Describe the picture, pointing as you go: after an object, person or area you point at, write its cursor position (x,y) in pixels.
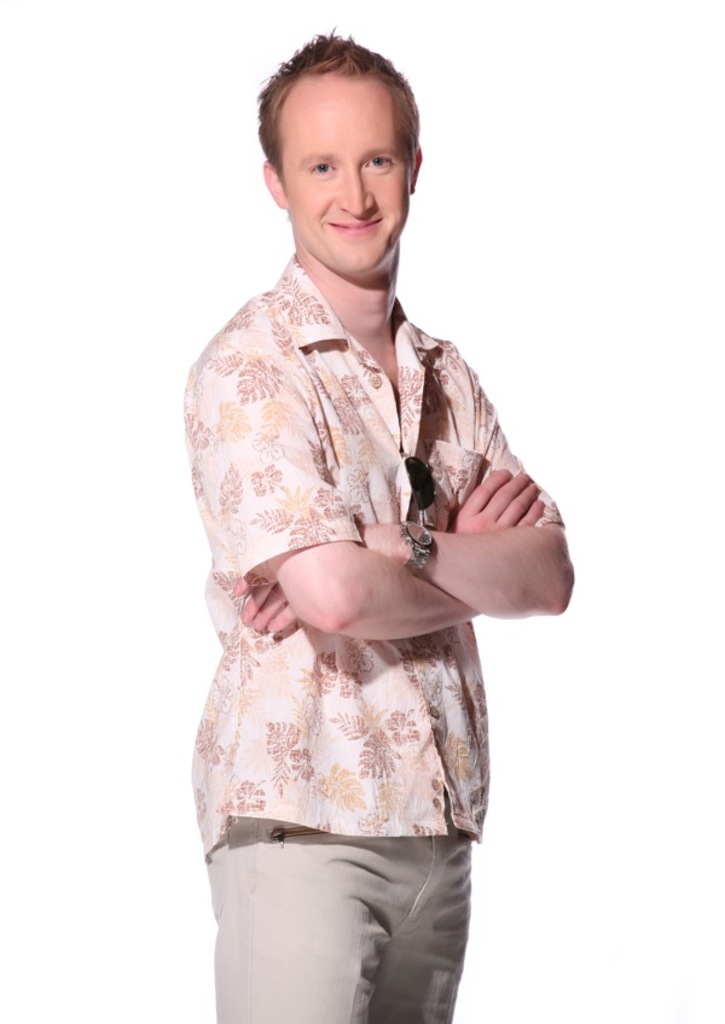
In the middle of the image (316,423) a man (317,874) is standing and he is with a smiling face (342,175). In this image the background (129,744) is white in color.
